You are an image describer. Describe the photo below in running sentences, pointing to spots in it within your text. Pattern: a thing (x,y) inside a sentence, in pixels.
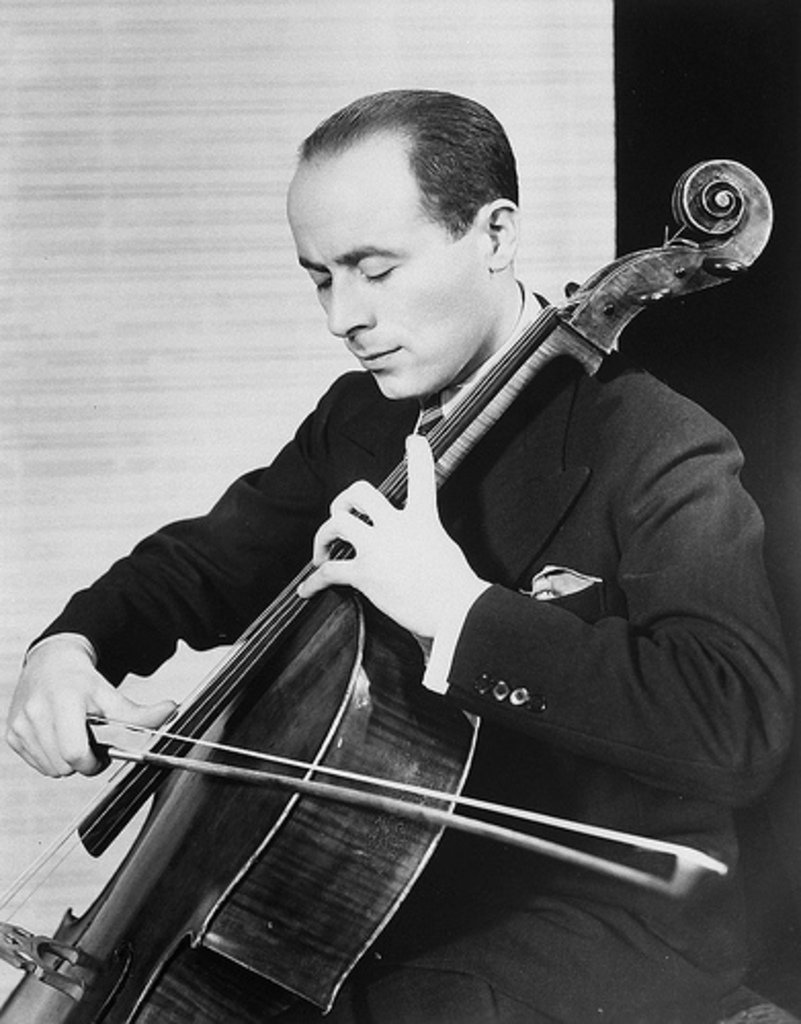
Black and white picture. This man (492,654) is sitting on a chair (747,1009) and playing cello (323,711).
